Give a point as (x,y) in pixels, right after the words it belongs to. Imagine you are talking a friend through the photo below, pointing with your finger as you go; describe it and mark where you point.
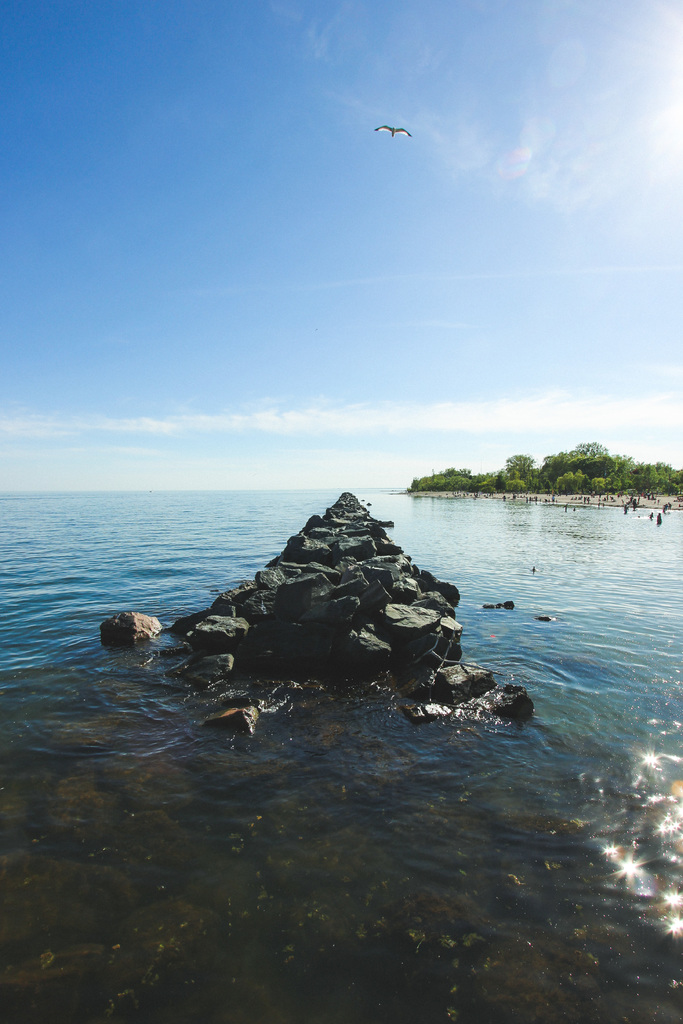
In this image I can see the water (424,561). In the background (563,485), I can see the trees (503,490), a bird (382,128) and clouds (283,428) in the sky (337,338).
